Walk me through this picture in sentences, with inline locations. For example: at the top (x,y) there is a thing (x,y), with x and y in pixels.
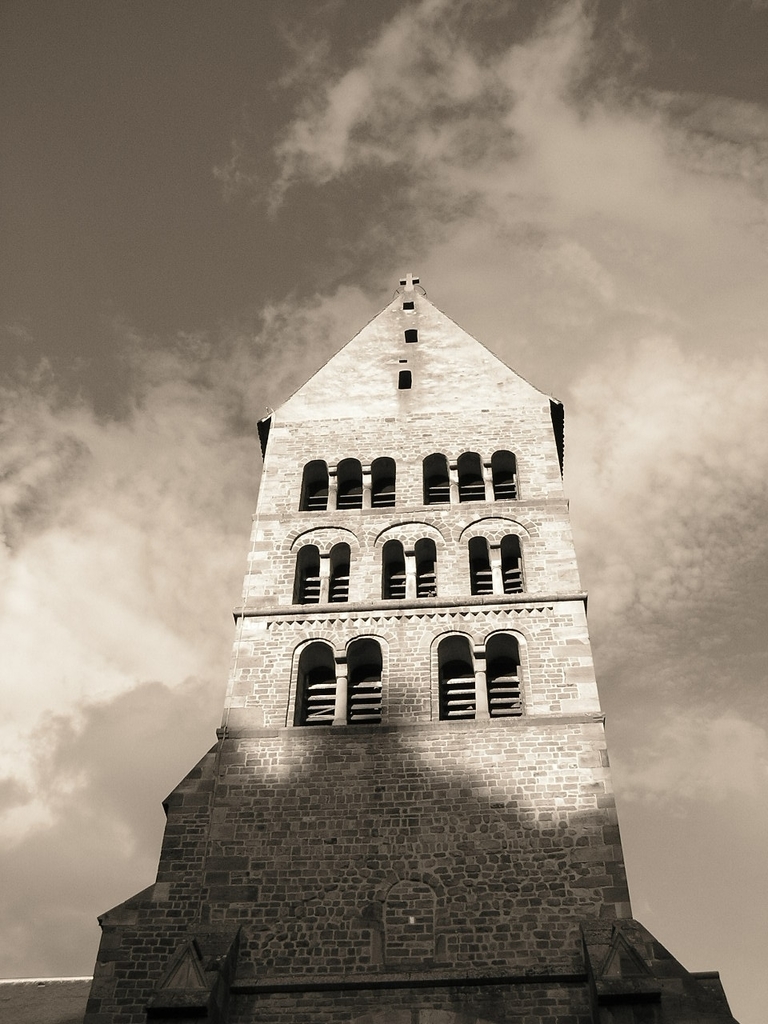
In this image I can observe a building (413,631) in the middle of the image (421,593). In the background (583,49) I can see clouds (457,247) in the sky (585,138).
